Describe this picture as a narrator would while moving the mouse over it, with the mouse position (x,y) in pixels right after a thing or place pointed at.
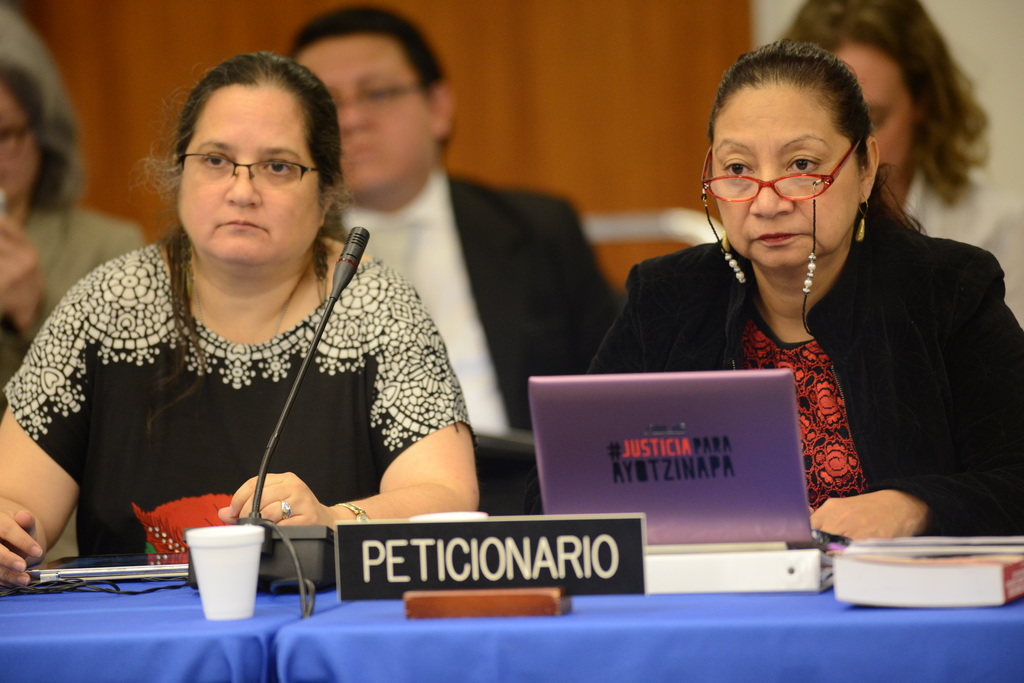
The image looks like it is clicked in a meeting room (75,454). There are five people (321,366) in this image. In the front (322,322), there are two women (727,343) sitting in the chairs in front of table (124,609). The table (250,651) is covered with a blue cloth (266,595). On which there is a mic stand (280,552) along with mic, name board (534,545), laptop (688,469), books (774,569) and glass (254,559). To the right (806,394), the woman (875,387) is wearing black jacket (902,426) and red shirt (840,454). To the left (201,378), the woman (211,365) is wearing black dress (137,365). In the background (324,8), there is a wall (600,70) and wooden cupboard (599,90).
